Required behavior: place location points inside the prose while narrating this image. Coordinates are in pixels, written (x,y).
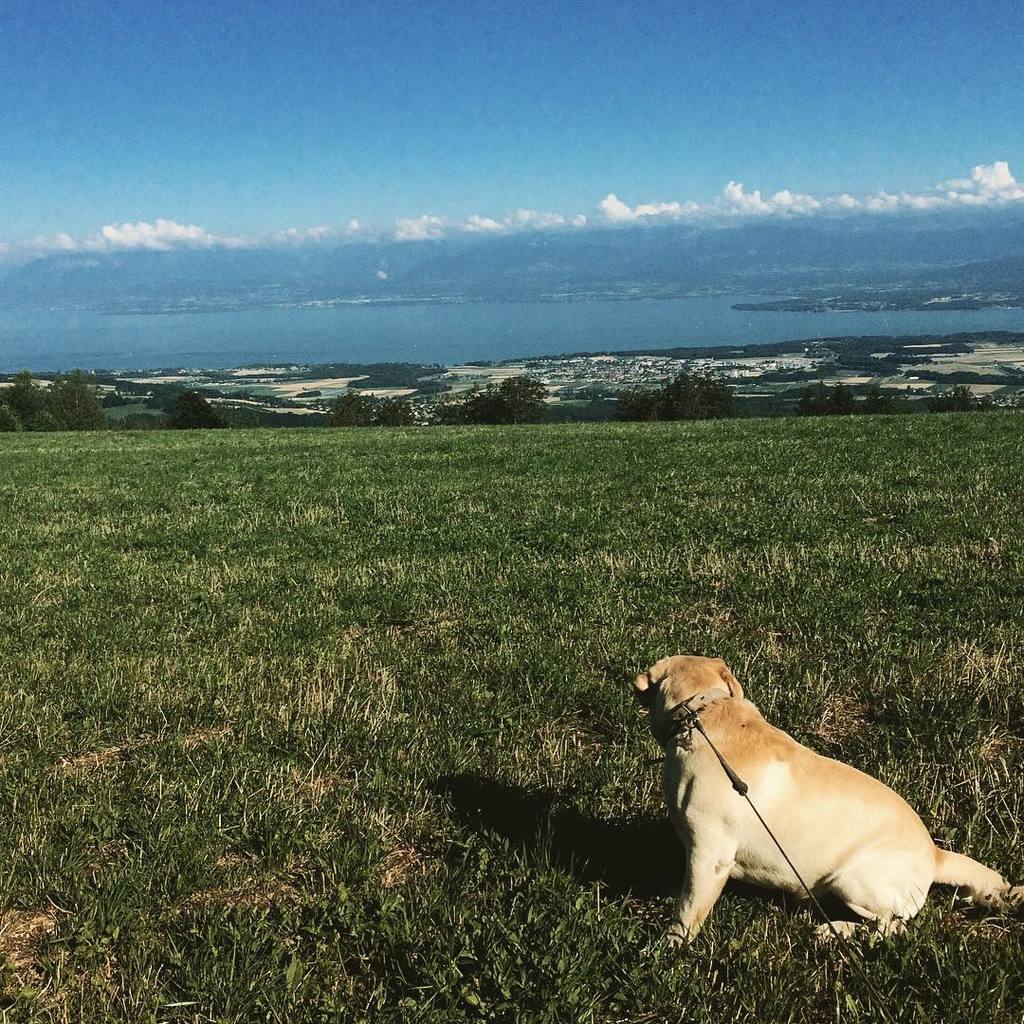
In this image, on the right (740,746) there is a dog (779,841). At the bottom (519,704) there is grass (550,676). In the background (897,371) there are trees (879,388), hills (991,263), water (549,322), sky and clouds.
